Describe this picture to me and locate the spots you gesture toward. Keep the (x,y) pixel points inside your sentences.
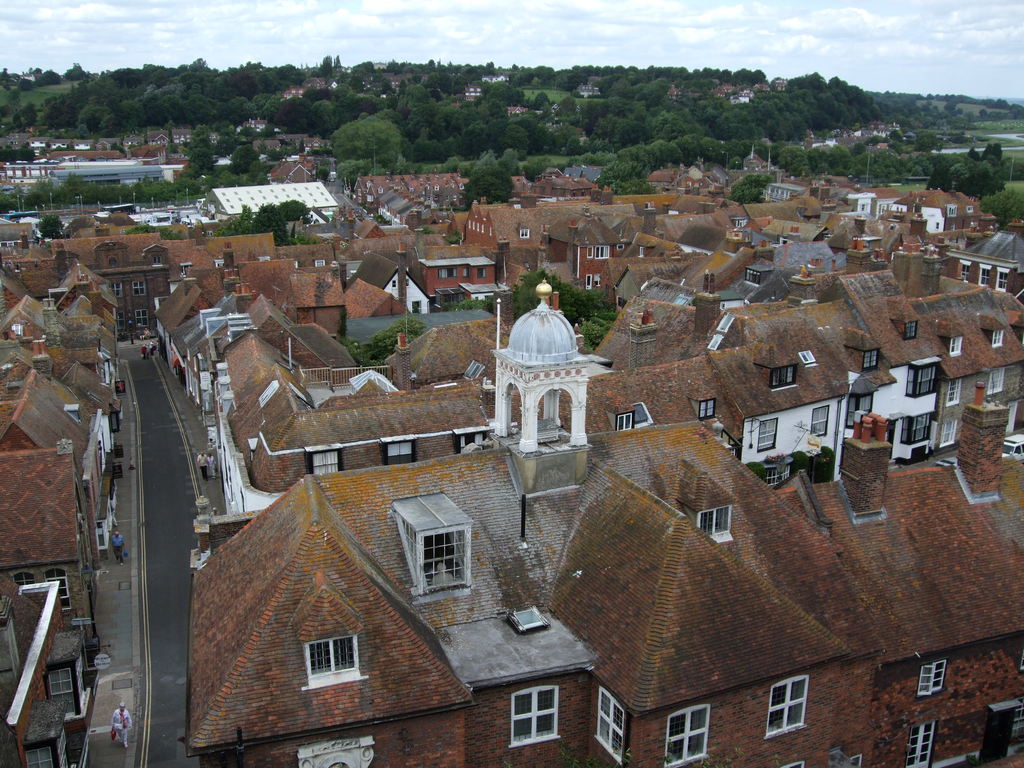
In this image we can see buildings (490,460), road (139,472), person's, trees (610,159), sky (670,25) and clouds (569,35).
